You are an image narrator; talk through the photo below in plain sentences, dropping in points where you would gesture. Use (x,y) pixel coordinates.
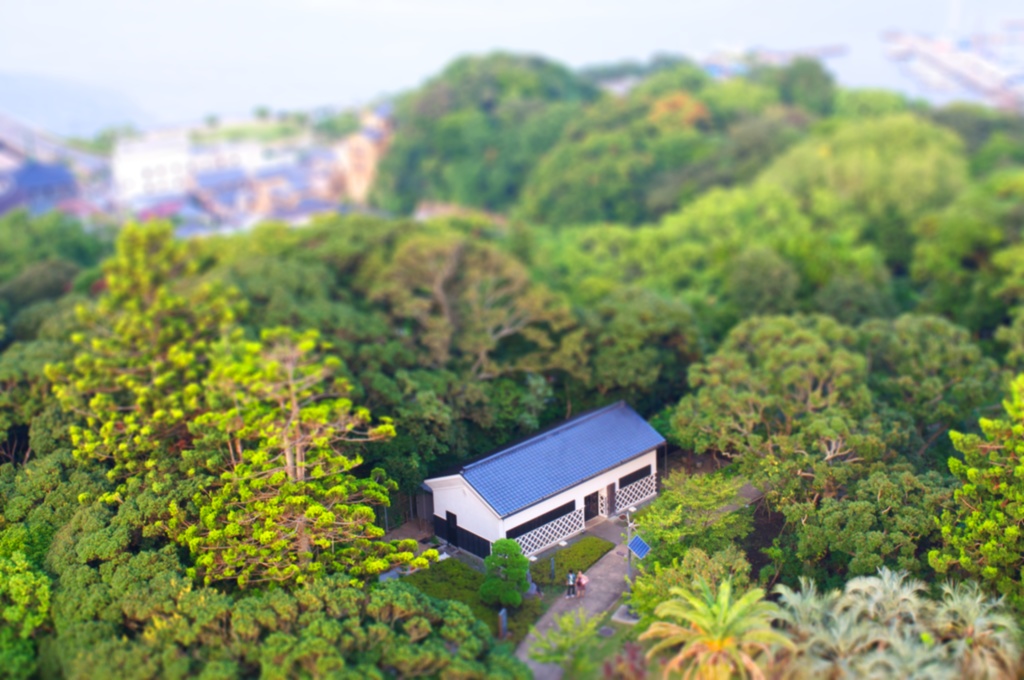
In this image I can see number trees (45,472) and in the centre of this image (600,433) I can see a building (526,525) and two persons (579,583) are standing. I can also see this image is little bit blurry in the background (554,202).
